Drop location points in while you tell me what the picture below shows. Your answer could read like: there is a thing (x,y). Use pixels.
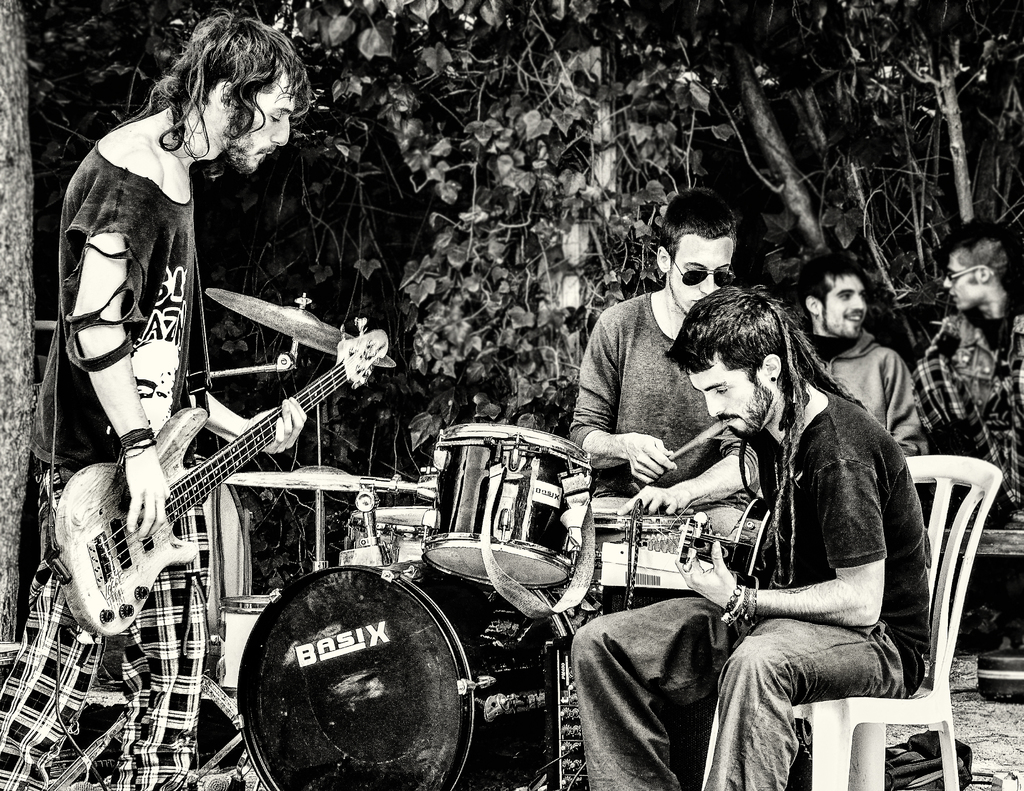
This picture is clicked outside the city. Here, we see five men (952,331). On right corner of the picture (777,472), man (806,467) in black t-shirt (861,533) is holding guitar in his hands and playing it. Behind him, two men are sitting on chair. Man (658,398) in the middle of the picture (592,389) wearing goggles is playing drums (417,590). In front of the picture, we see a man (163,270) in black t-shirt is holding guitar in his hands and playing it and behind them, we see trees (662,88).
